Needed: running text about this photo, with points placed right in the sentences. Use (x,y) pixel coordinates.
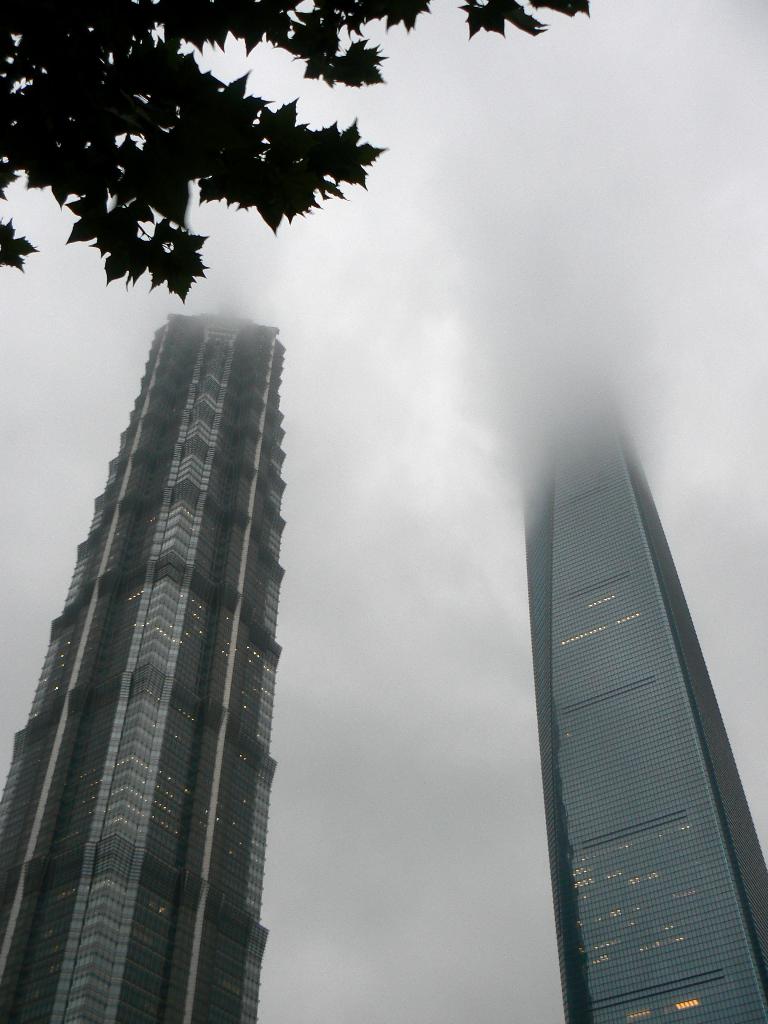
In this image we can see buildings (111,548), clouds (367,380) in the sky (448,141) and on the left side (207,86) at the top (124,255) we can see branches (36,152) of a tree (290,107).
